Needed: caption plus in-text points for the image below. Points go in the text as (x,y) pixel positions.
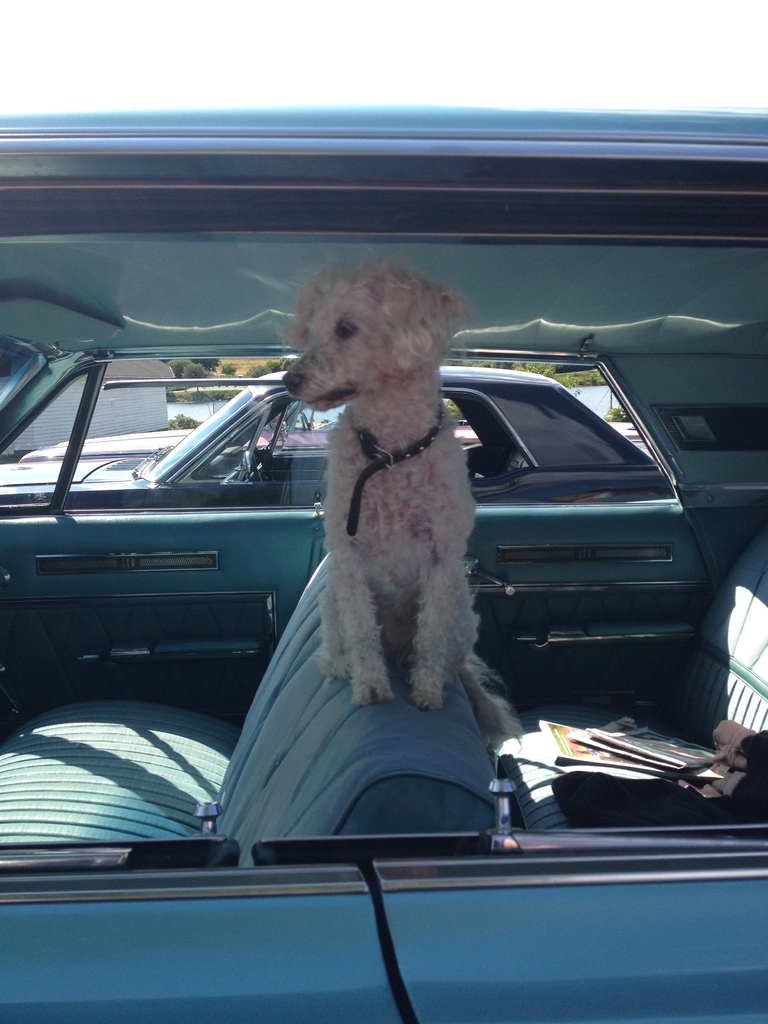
In the image we can see there is a car (124,561) in which there is a dog (403,483) sitting in between on the seat (390,674) and on the other side there is another car (540,436) which is standing.
